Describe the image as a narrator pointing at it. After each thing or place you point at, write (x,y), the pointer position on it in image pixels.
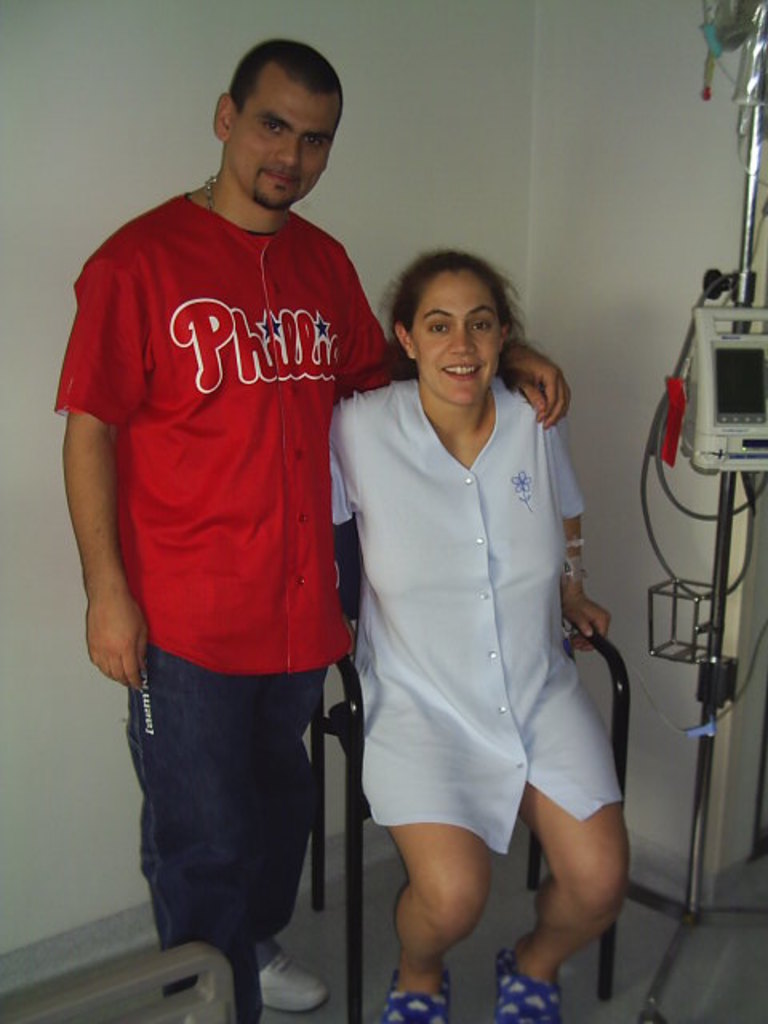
In this image I can see a person (216,483) wearing red and black colored dress (196,483) is standing and a woman (437,544) wearing white colored dress (463,601) is sitting on a chair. In the background (716,416) I can see a machine (698,451) to the metal rod (709,699) and the white colored wall (607,227).
